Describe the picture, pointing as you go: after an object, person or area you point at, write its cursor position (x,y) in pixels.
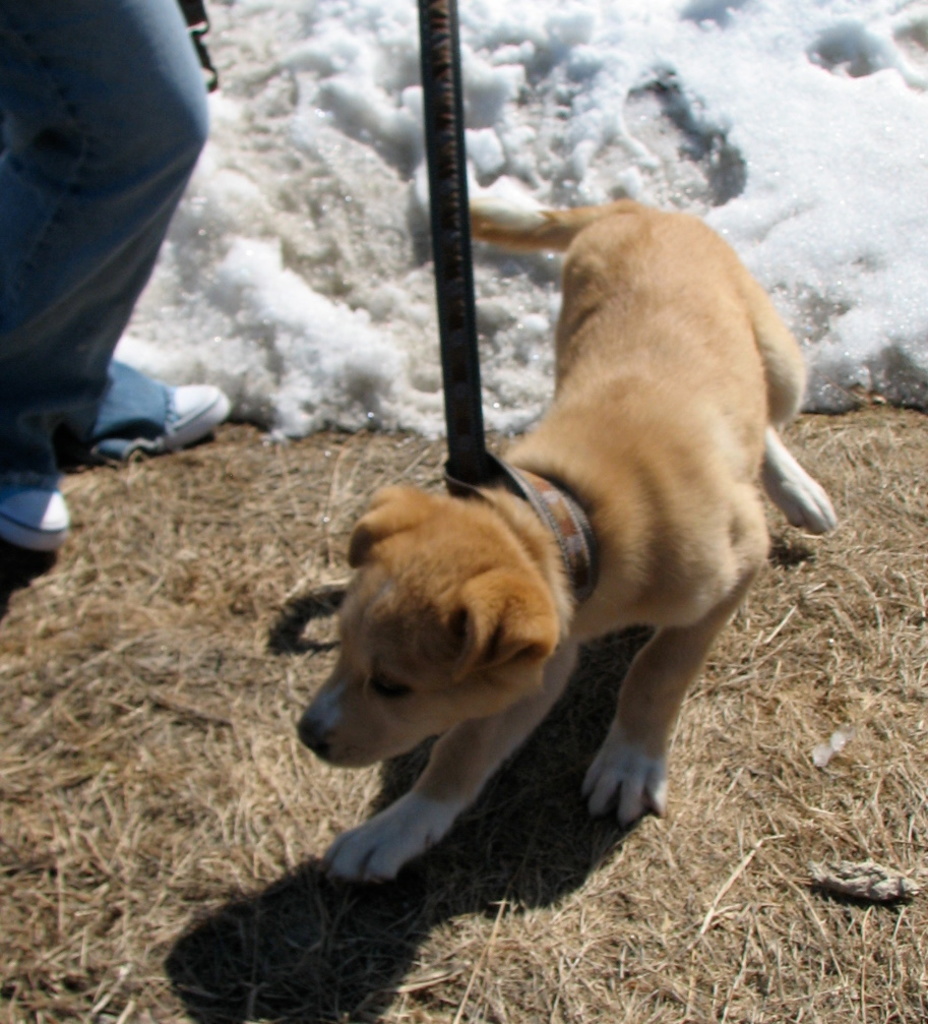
In the foreground of this image (499,620), there is a dog (648,487) on the ground (758,853) and there is a belt (464,281) to it. On the left (64,232), there are legs (52,414) of person (116,427). At the top (710,102), there is the snow (675,72).
